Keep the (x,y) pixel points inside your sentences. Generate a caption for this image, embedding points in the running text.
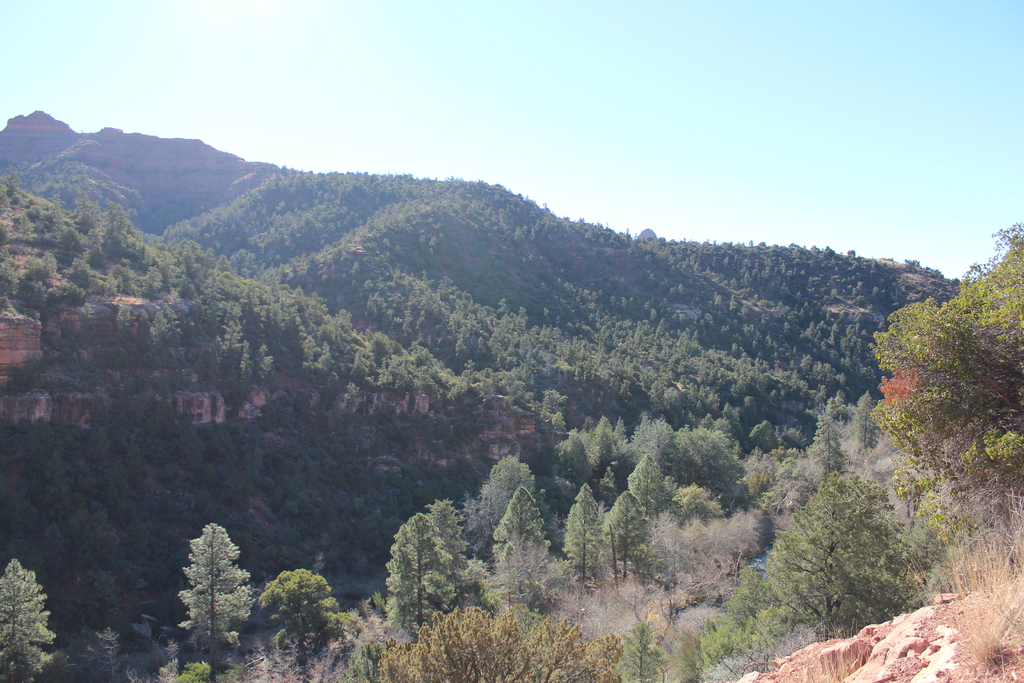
In this image I can see many trees (381,536), rock (871,639) and the mountains (391,236). In the background (532,93) I can see the blue sky (651,144).
